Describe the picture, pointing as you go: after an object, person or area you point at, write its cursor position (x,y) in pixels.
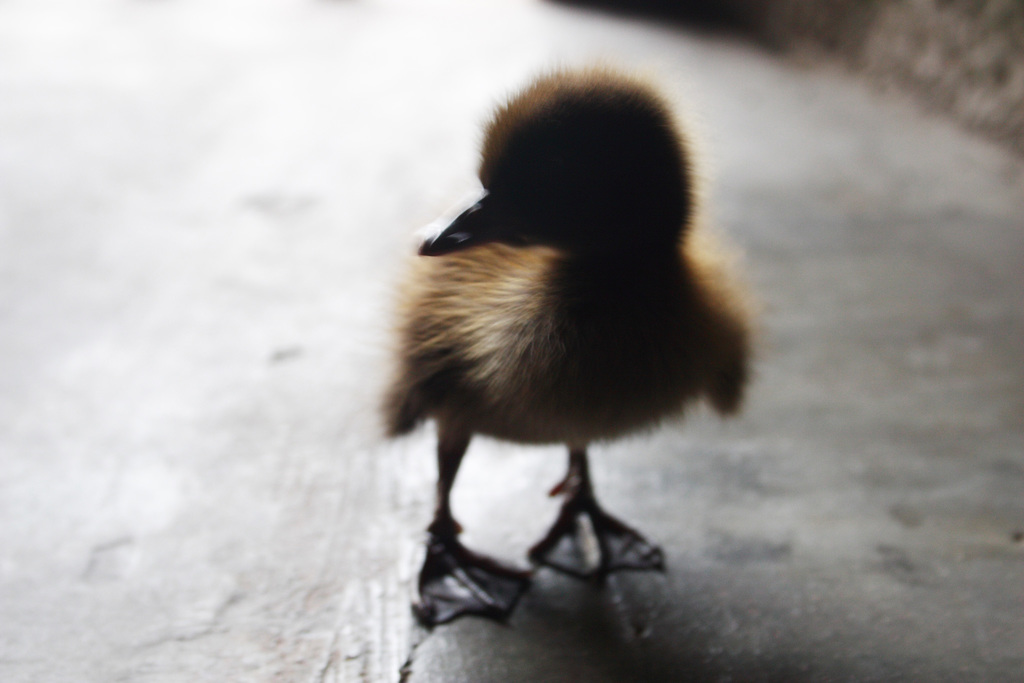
In this image we can see a chick (552,382) on the ground (614,458).
